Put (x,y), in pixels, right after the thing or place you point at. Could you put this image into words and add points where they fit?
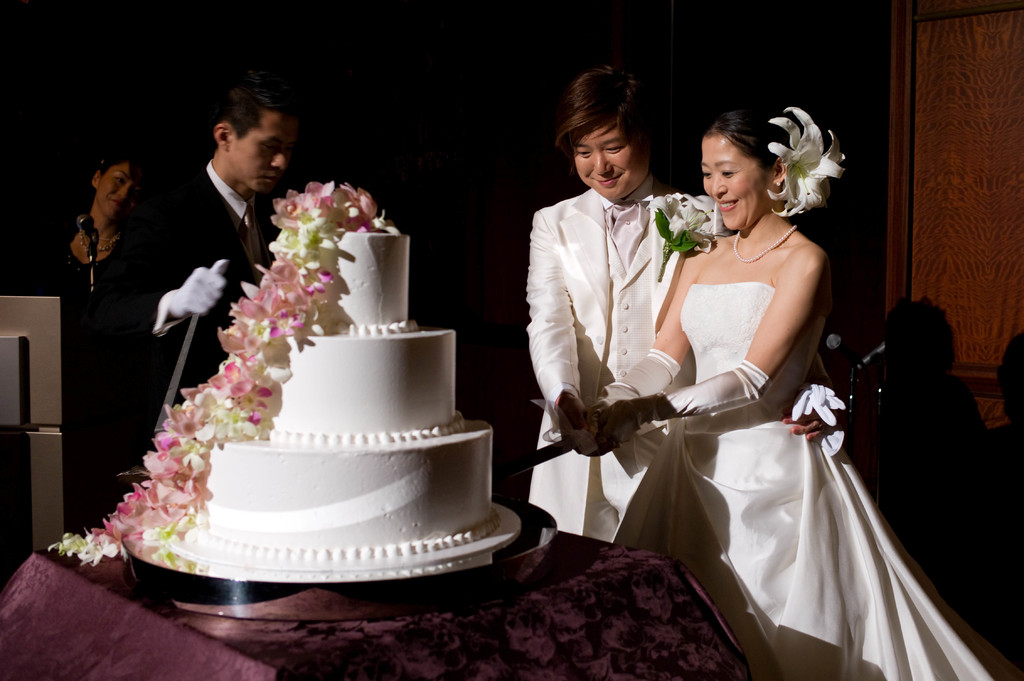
In this image I can see four persons (710,133), mike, knife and a cake (460,436) on the table (403,644). In the background (878,473) I can see a door (927,294) and dark color. This image is taken may be in a hall (948,271).
